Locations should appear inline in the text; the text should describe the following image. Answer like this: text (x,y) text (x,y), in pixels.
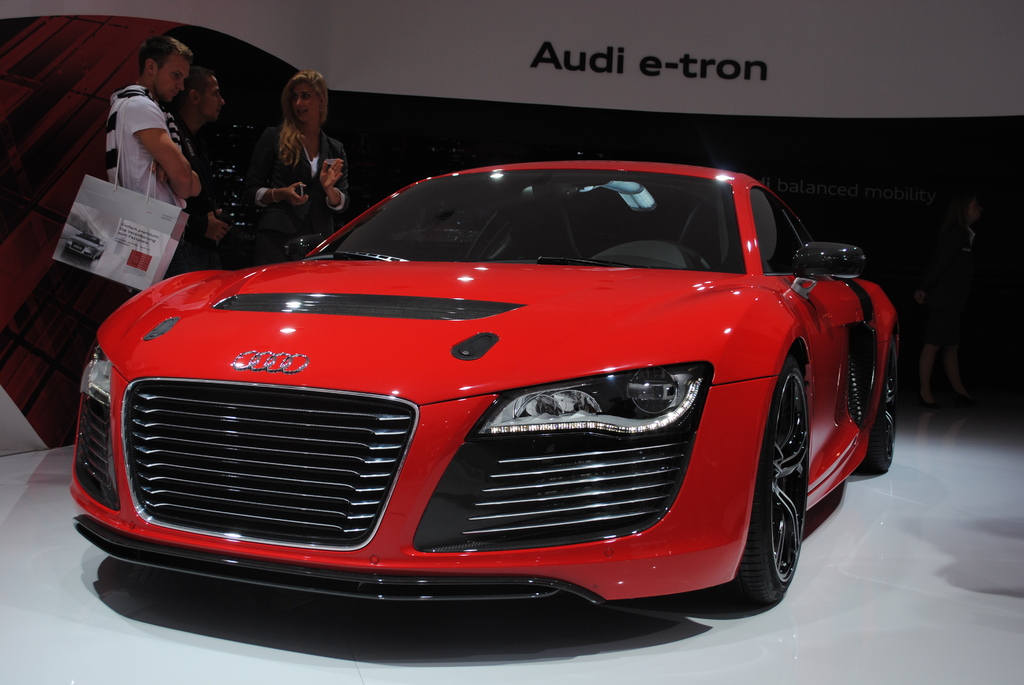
In this image I can see a red colour car (421,206) in the front (458,194). On the left side of this image (132,156) I can see few people (178,160) are standing and one of them is carrying a bag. In the background (593,69) I can see something is written on the top of this image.
